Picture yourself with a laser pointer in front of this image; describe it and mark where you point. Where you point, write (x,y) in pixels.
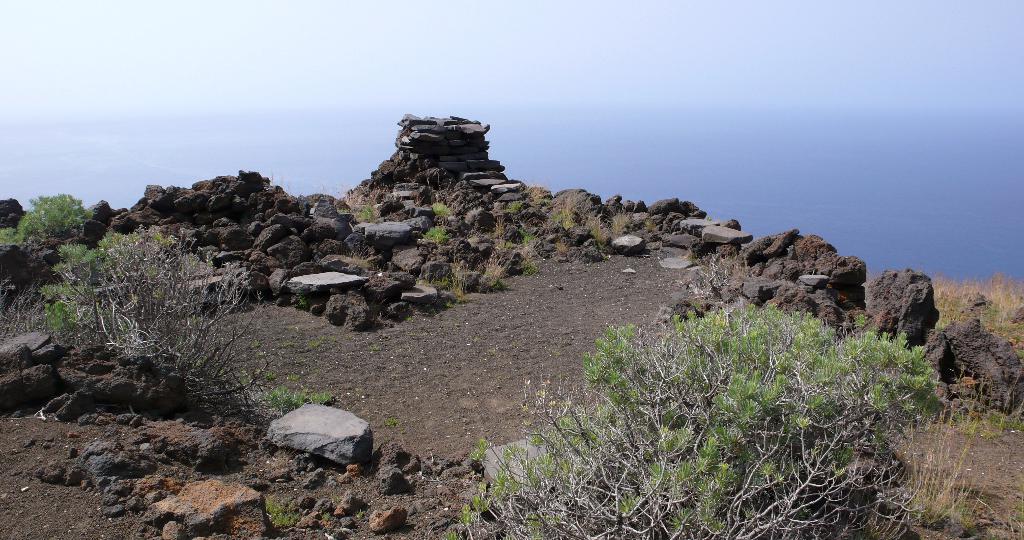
We can see plants (493,511), grass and stones (395,296). Background (286,47) we can see sky (373,38).
